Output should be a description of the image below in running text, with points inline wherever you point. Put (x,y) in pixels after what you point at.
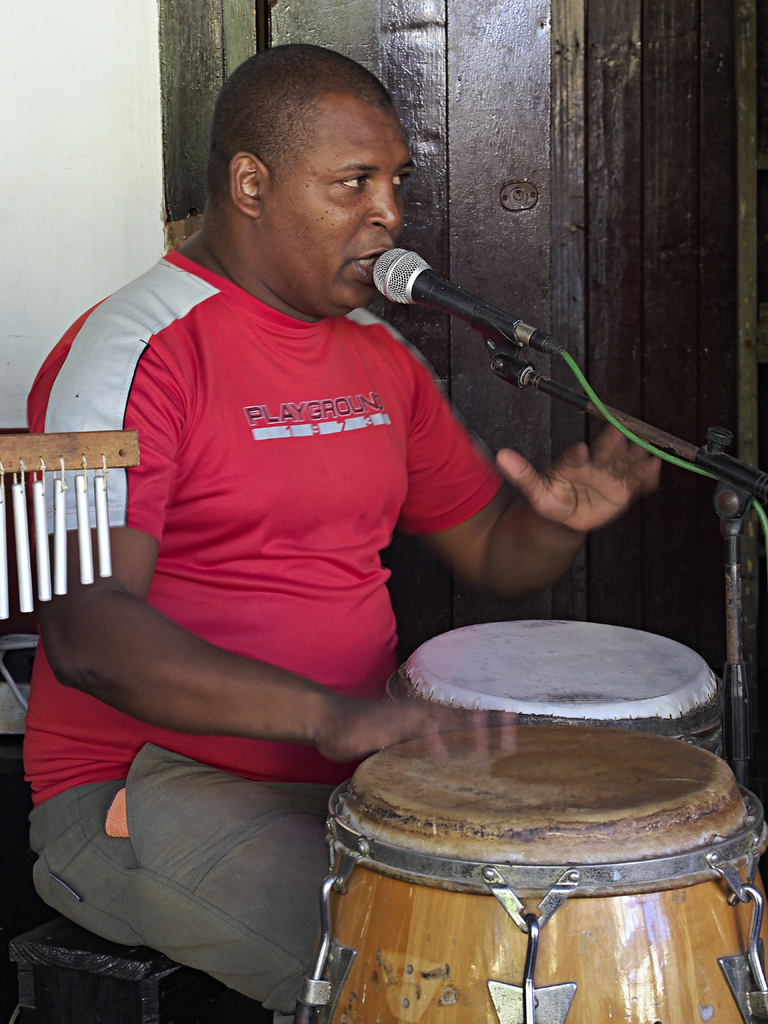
On the left side (251,345), there is a person (217,444) in red color t-shirt (287,511), sitting, singing and playing drums (548,679) in front of a mic (506,323) which is attached to the stand (745,721). In the background (82,41), there is a white wall (81,185).
